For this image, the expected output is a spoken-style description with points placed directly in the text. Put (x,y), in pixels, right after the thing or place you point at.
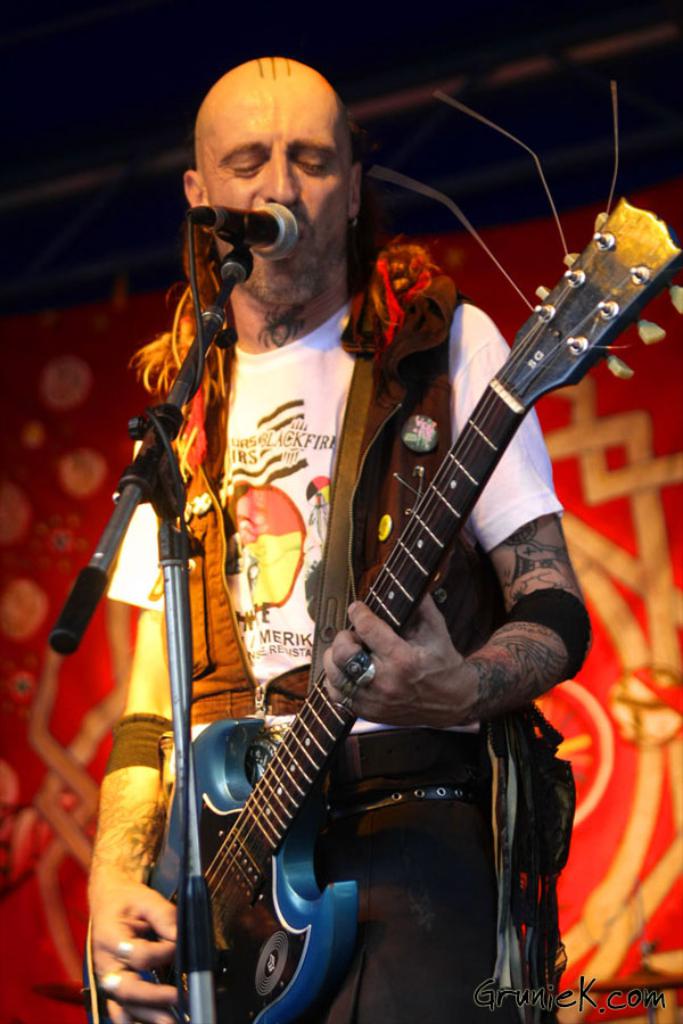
In this image there is a person (233,382) with white t-shirt (327,385) and brown vest (418,325) and he is standing and playing guitar (434,564), there is a tattoo (497,685) on his right and left hand (521,679). At the back (108,381) there is a board (67,479).
